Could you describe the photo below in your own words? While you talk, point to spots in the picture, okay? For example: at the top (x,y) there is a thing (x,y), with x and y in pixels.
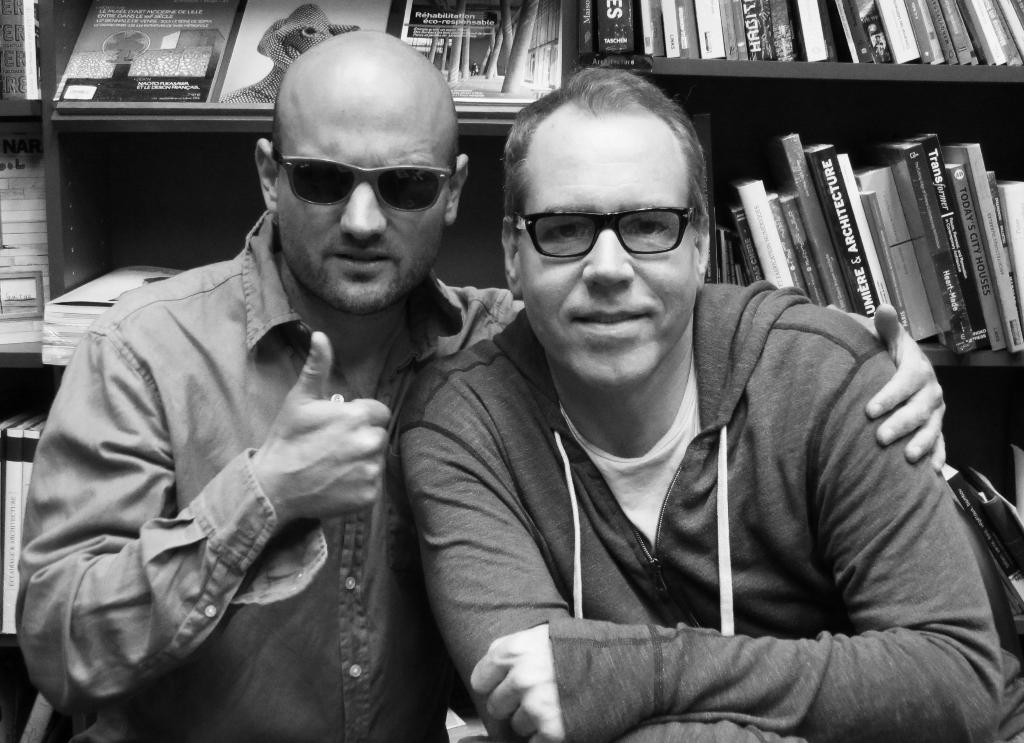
In this image I can see two men (368,416) wearing spectacles (337,188). In the background (753,170) I can see a bookshelf (863,142) with number of books (880,38) in it.
